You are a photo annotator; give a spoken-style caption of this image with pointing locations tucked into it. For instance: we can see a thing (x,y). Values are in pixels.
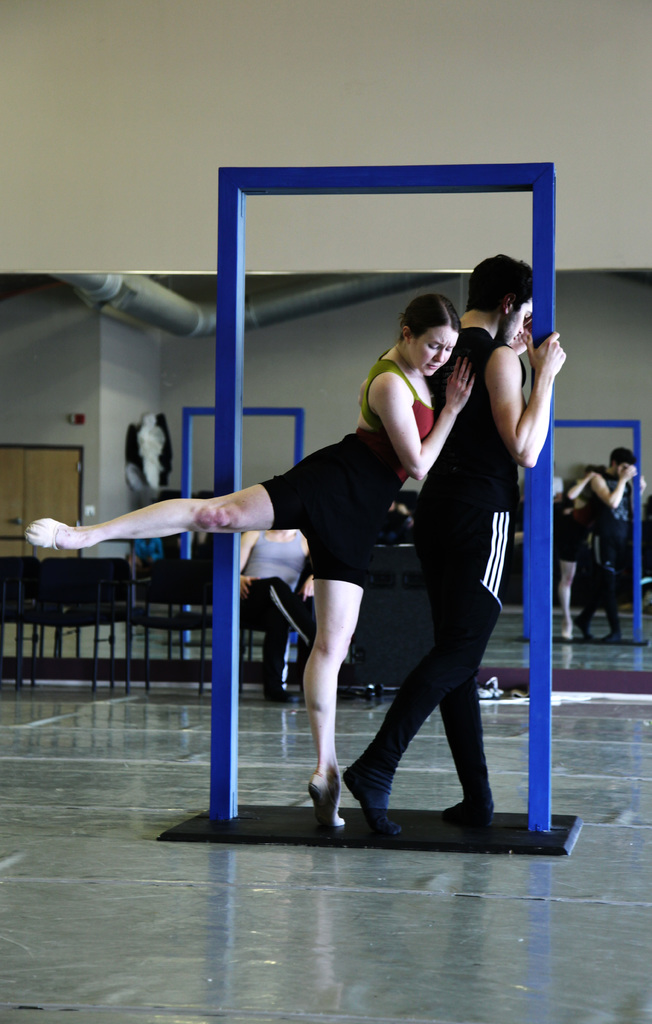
In this image we can see man (437,493) and woman (279,487) are dancing by using some rectangular door like object (530,176) and they are wearing black color dress (450,502). Behind the mirror (264,415) is there and one wall (119,164) is present.
